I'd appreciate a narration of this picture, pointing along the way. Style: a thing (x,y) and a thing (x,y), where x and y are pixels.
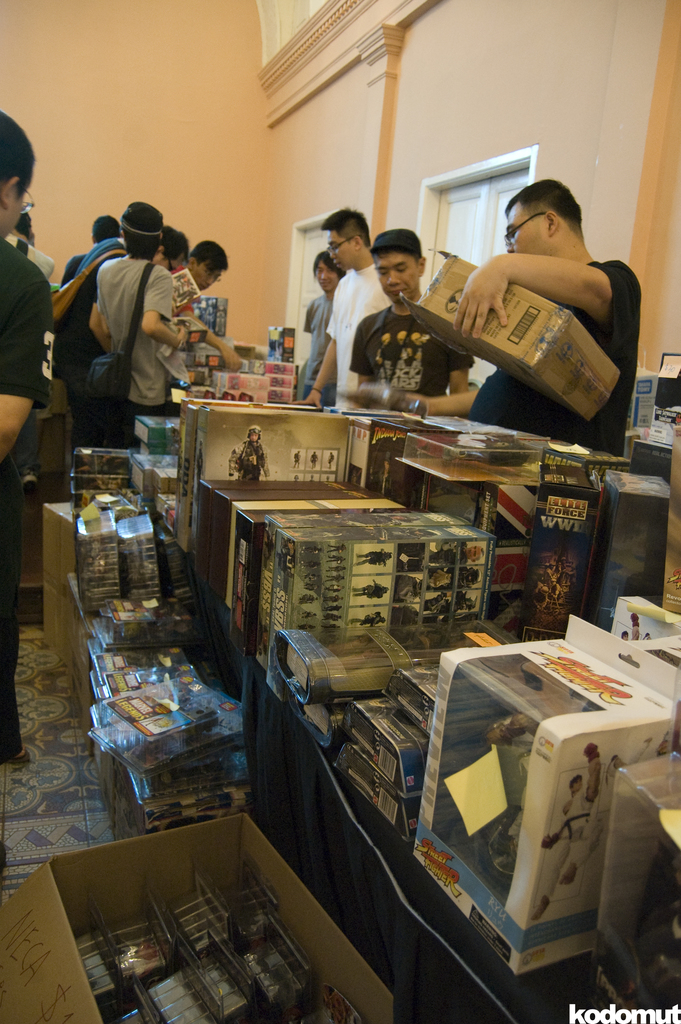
In the picture I can see the stock boxes (239,437). In the background (336,367), I can see a few persons (351,362). I can see a man (527,250) on the right side (584,304) is wearing a black color T-shirt (616,271) and he is holding the stock box (526,295) in his left hand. There is a man (139,339) on the left side (139,339) is carrying a bag (126,380).
